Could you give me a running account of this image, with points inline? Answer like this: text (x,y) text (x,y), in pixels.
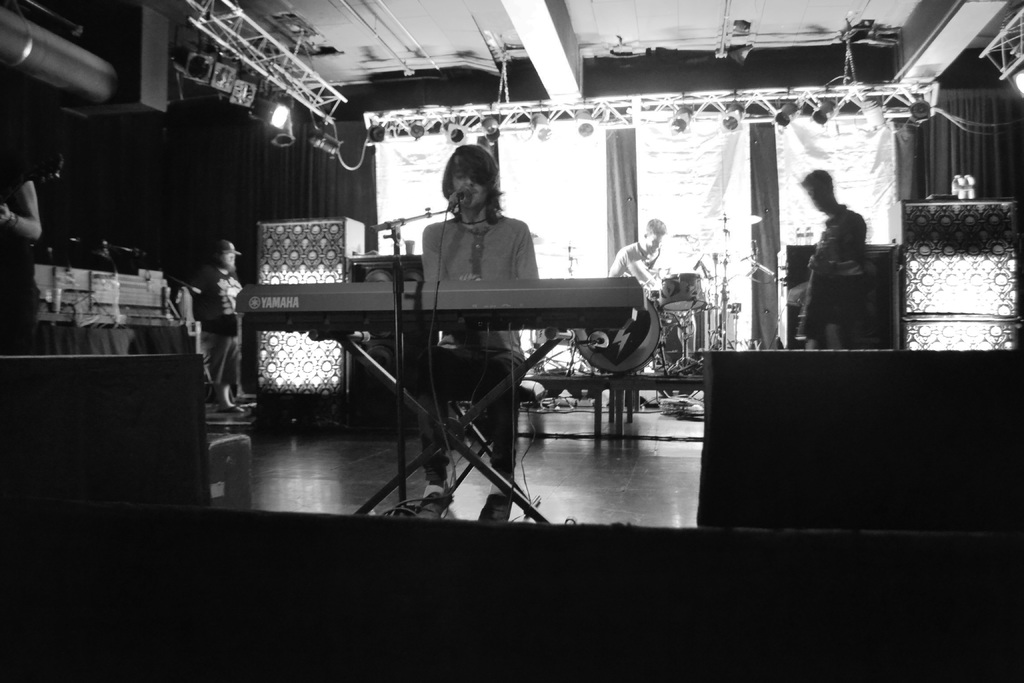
This is a black and white picture. In this a person (506,272) is singing and in front of him there is a keyboard (309,289) and mic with mic stand (410,217). In the back (644,261) a person (647,280) is playing drums (646,343). On the ceiling (409,71) there are lights (197,74) on the stands (340,97). In the background (845,133) there are curtains (747,146).
